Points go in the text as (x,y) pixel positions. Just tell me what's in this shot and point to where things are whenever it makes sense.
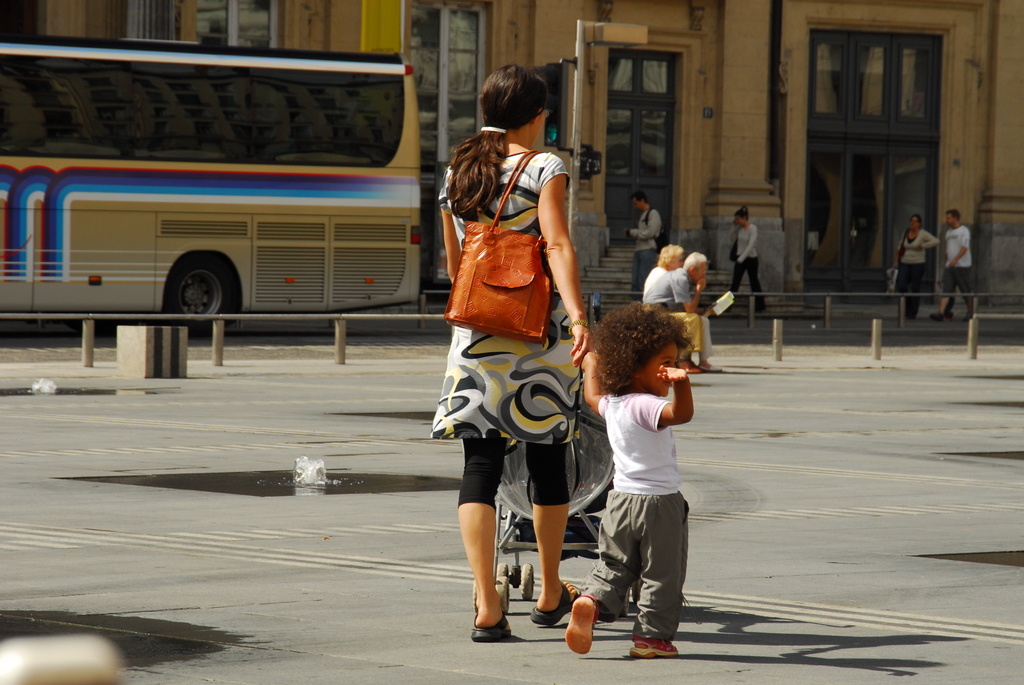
In the center of the image (473,392) we can see a lady (567,521) and a kid (661,543) walking on the road (853,591). There is a trolley (590,520). On the left (79,288) we can see a bus (277,308) and there are people (664,268) sitting and some of them are walking. In the background (857,129) there is a building (892,93). At the bottom (371,659) there is a road (453,659). We can see stairs (610,294). There are traffic lights (549,87).
